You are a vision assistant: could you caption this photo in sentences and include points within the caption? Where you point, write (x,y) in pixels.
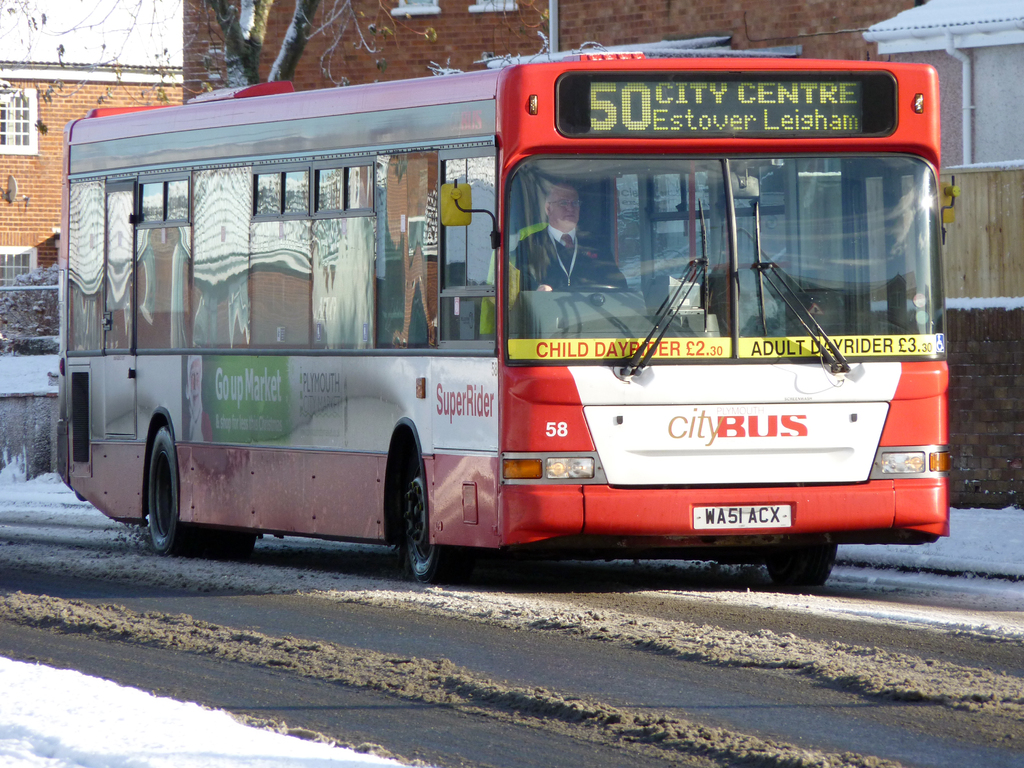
In this image we can see a person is riding bus (372,360) on the road (346,649). In the background (51,75) we can see buildings (8,235), windows (15,103), tree (178,84), poles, sky (122,65), plants (35,335) and snow (85,722) on the road (800,618).
